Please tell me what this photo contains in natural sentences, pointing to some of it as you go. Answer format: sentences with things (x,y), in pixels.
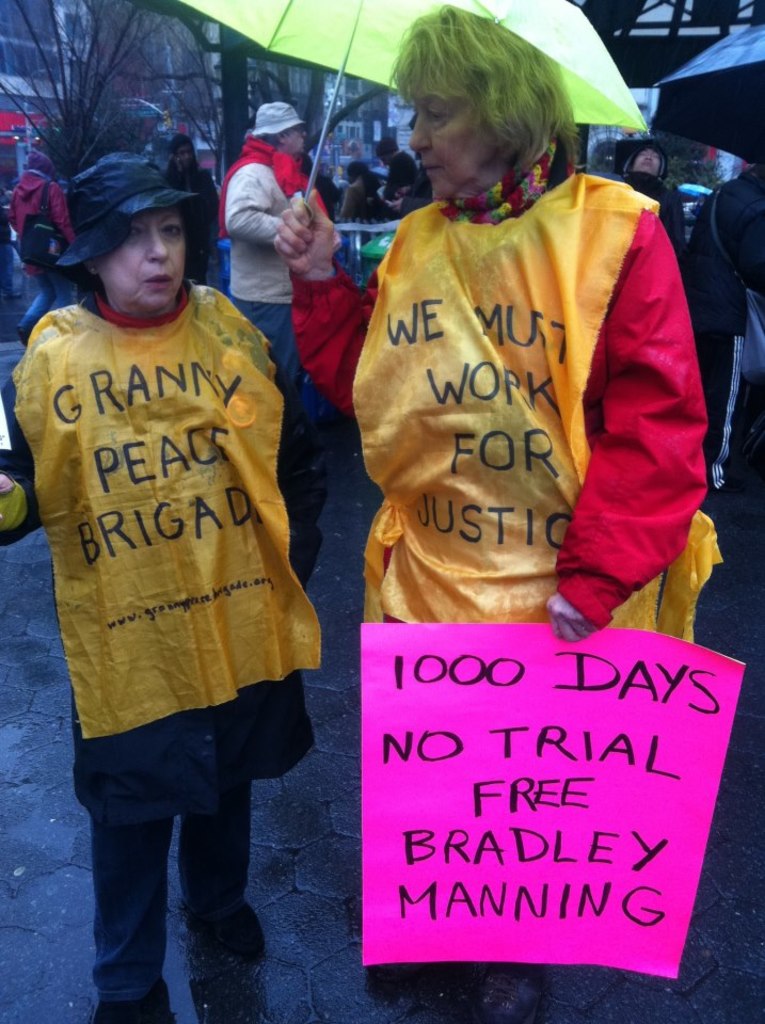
In this image there are two persons (294,438) standing, there is a person (443,472) holding an umbrella (332,63), there is a person (442,344) holding a poster (535,822), there is text (501,802) on the poster (474,796), there is a person (736,295) truncated towards the right of the image (750,216), there is an umbrella (723,93) truncated towards the right of the image (716,84), there are trees (114,65) truncated, there is a person (38,171) walking, there is a person (42,292) wearing a bag (39,250) towards the left of the image (45,198), there are buildings (250,91), there is a person (278,122) standing behind two persons (235,388).
